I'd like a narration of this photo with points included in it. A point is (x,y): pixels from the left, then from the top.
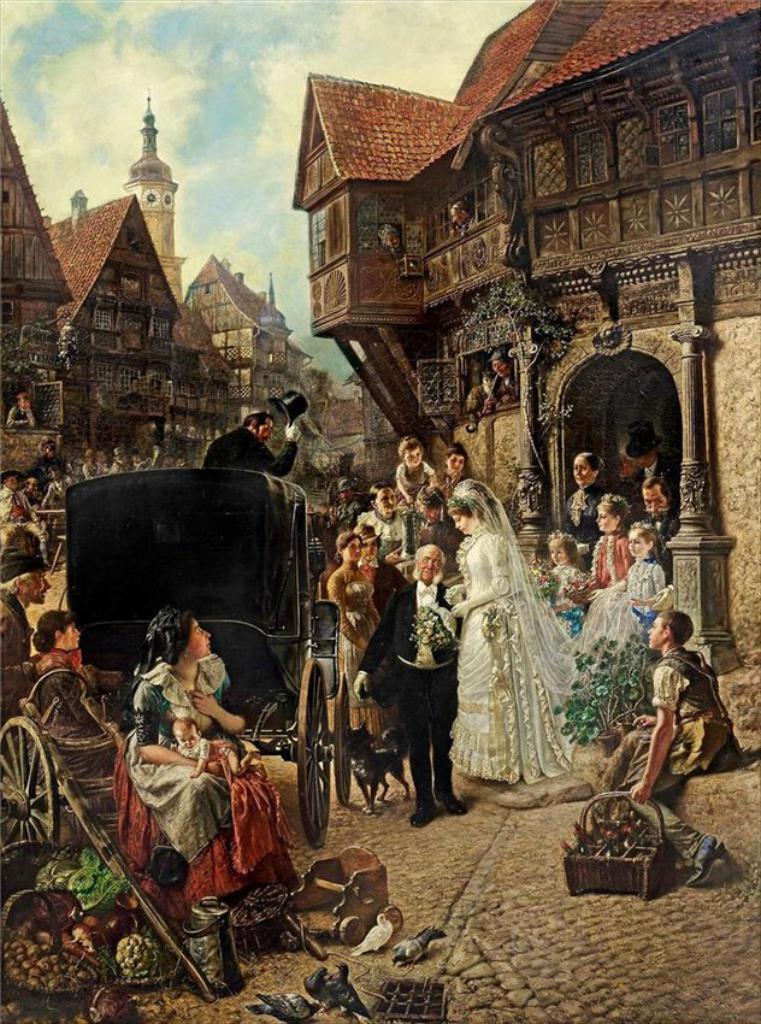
Here, we can see a picture, in that picture we can see some people (562,542) standing and there is a horse cart (297,653), we can see some homes (305,415), at the top (330,15) there is a sky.
